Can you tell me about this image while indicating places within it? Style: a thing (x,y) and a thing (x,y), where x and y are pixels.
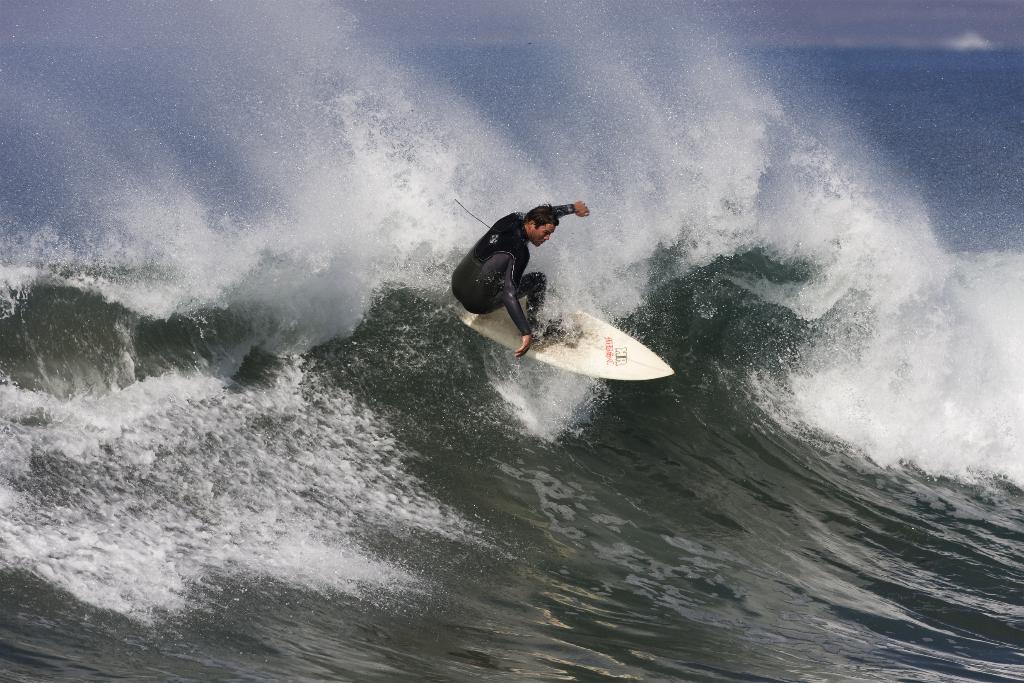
In this image we can see a man (472,276) surfing on the sea (388,295).
